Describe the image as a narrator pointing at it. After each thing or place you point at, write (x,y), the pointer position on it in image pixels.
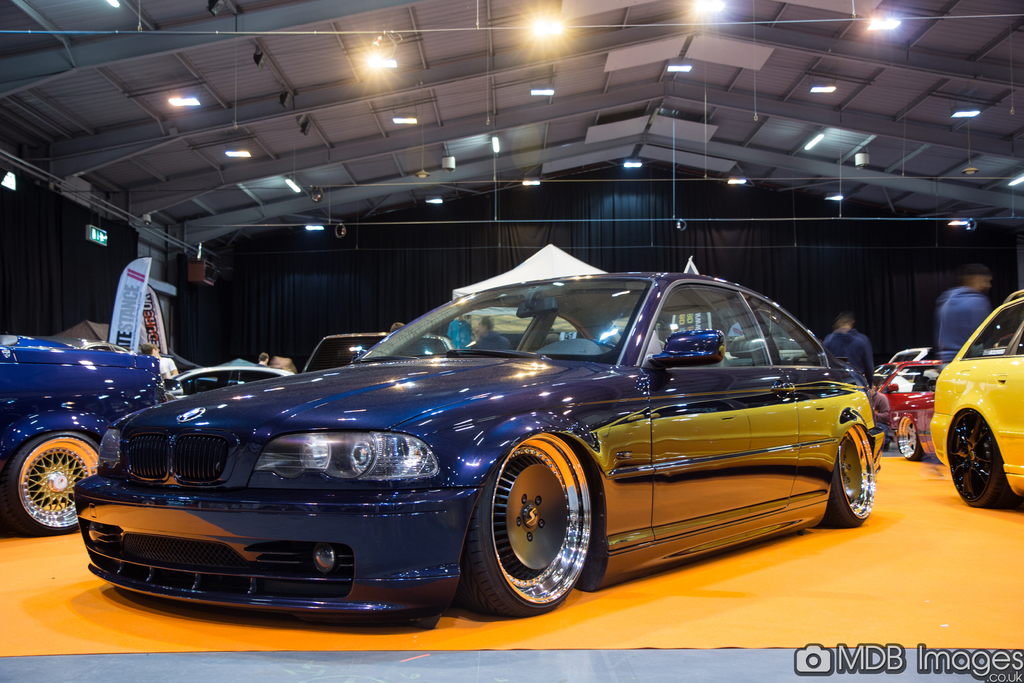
In this image there is a shed (586,85), lights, curtains (94,274), boards (147,281), tent (526,269), vehicles (577,383), yellow carpet (857,585), people (957,323) and objects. At the bottom of the image (887,665) there is a watermark (867,665).
